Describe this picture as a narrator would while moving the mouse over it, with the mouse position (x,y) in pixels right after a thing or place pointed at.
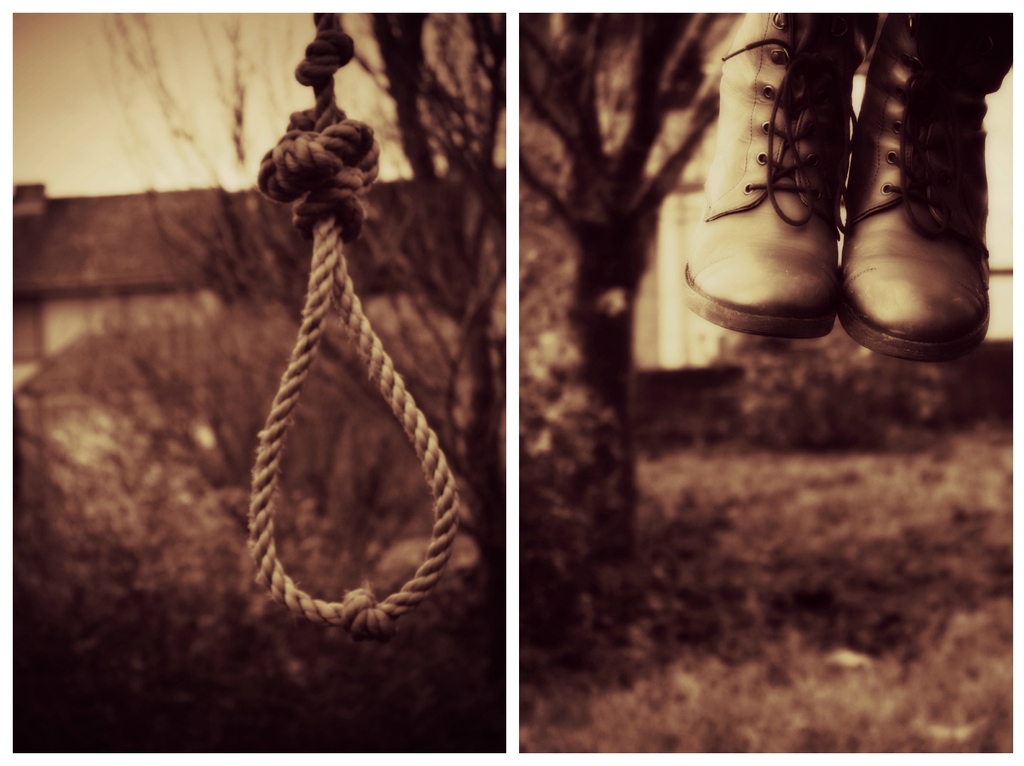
This is the collage of two images. In the first image we can see a rope (317,194). Behind the rope (264,512), there is a building (203,243) and tree (410,367). In the second image we can see, shoes (753,227), grassy land (746,615) and tree (601,236).
